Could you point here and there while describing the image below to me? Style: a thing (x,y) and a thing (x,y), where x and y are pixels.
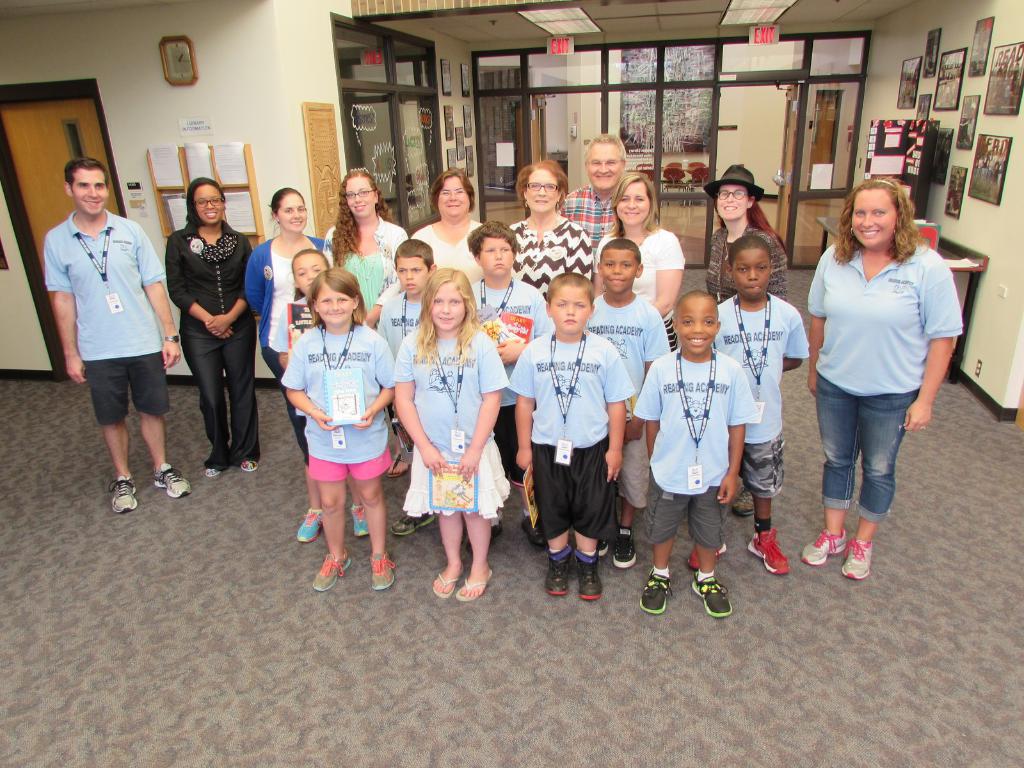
In this image I can see group of people (817,547) standing. In front (585,399) the person (560,416) is wearing blue shirt (591,415), black short (592,491), background (986,209) I can see few frames (997,169) attached to the wall (990,239) and I can also see few glass doors (827,196) and the wall (243,62) is in cream color.
